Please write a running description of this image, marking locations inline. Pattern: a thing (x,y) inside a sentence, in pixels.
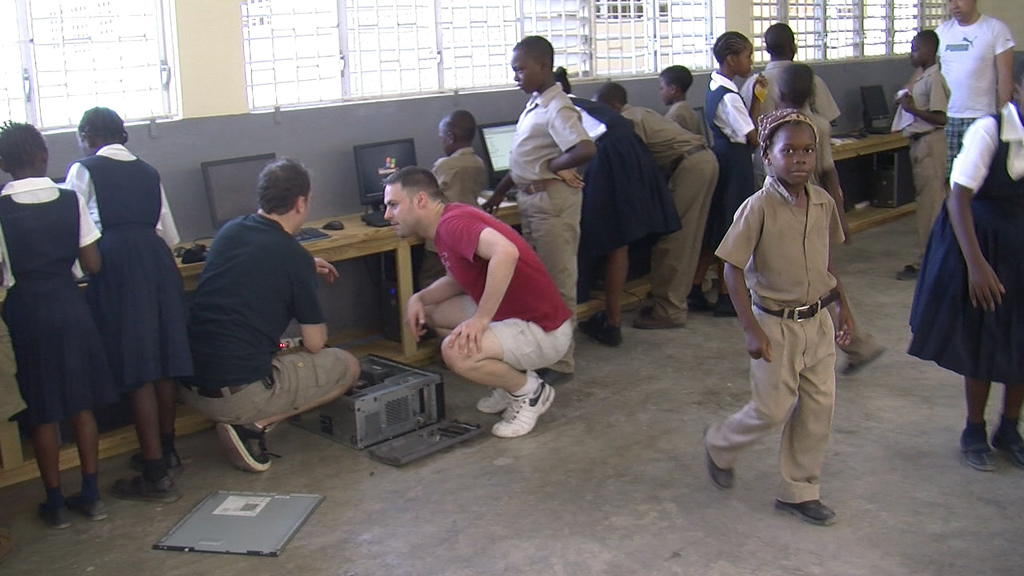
In the image there are many children (572,275) in a room (730,342), most of them are standing in front of a table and on the table (360,220) there are computer systems (378,223) and there are two men (430,298) sitting on the floor (456,393) in a squatting position and in between them there is a CPU (418,378), in the background (515,33) there are windows (831,34).
